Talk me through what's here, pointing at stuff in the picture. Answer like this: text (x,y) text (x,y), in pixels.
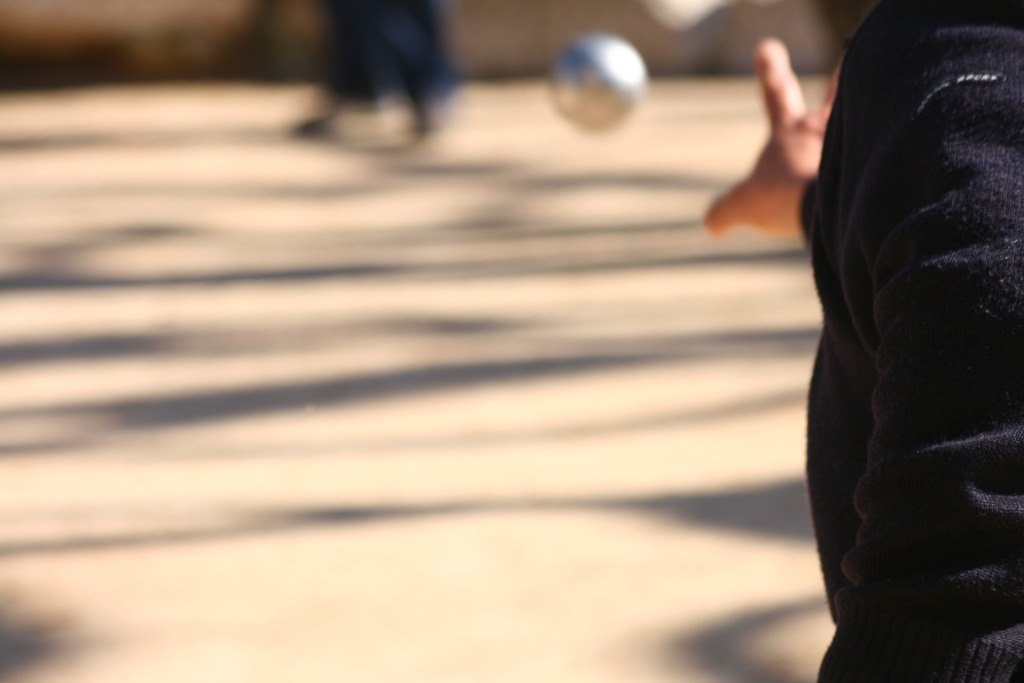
In this picture I can see a person (916,55) in front (890,39) wearing black color dress (838,248) and I can see a white color ball (601,83) on the top of this picture (581,76) and I see that it is totally blurred in the background (613,221).
